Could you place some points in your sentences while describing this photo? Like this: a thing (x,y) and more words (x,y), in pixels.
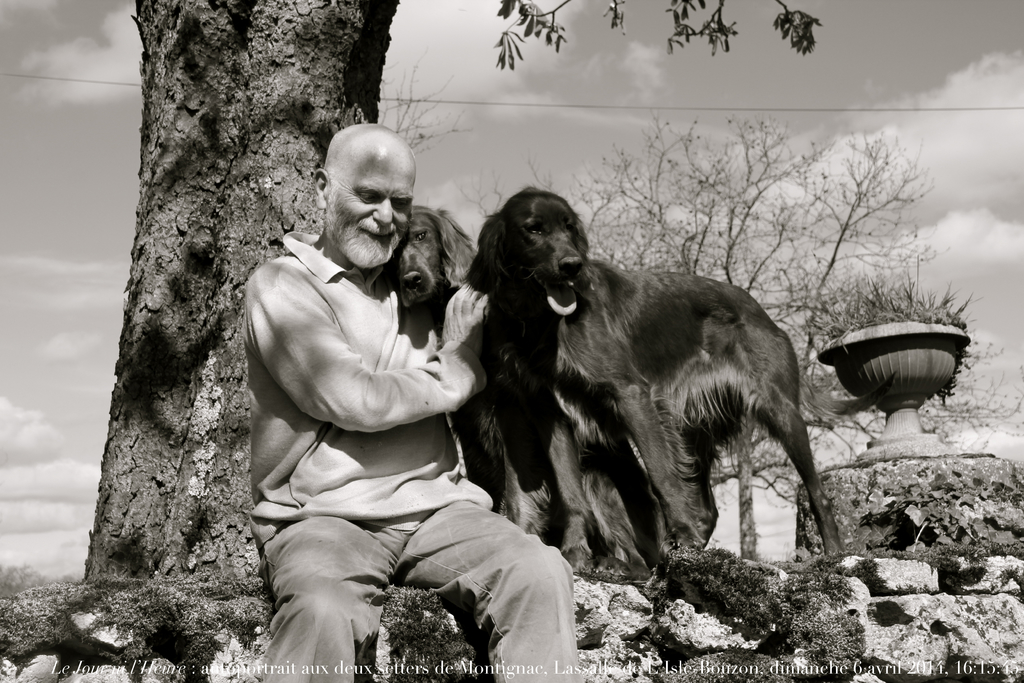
In this image I can see a person (372,328) sitting with the two dogs (695,387) on the rock (626,644) and he is smiling. The dogs (581,343) are in black color. In the back (928,338) there is a pot (876,339). I can see few trees (403,111) and the sky (680,119).
